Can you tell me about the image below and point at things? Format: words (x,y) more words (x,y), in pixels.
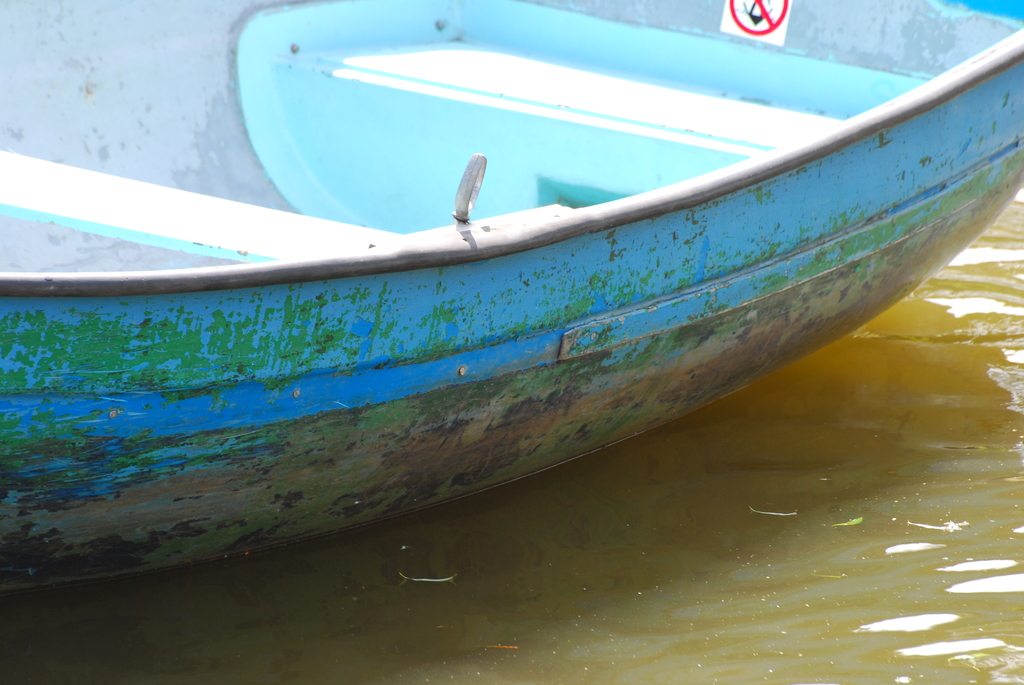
In this image I see a boat (478,214) over here and I see a paper (751,16) on which there is a sign (748,17) and I see the water (740,491).
